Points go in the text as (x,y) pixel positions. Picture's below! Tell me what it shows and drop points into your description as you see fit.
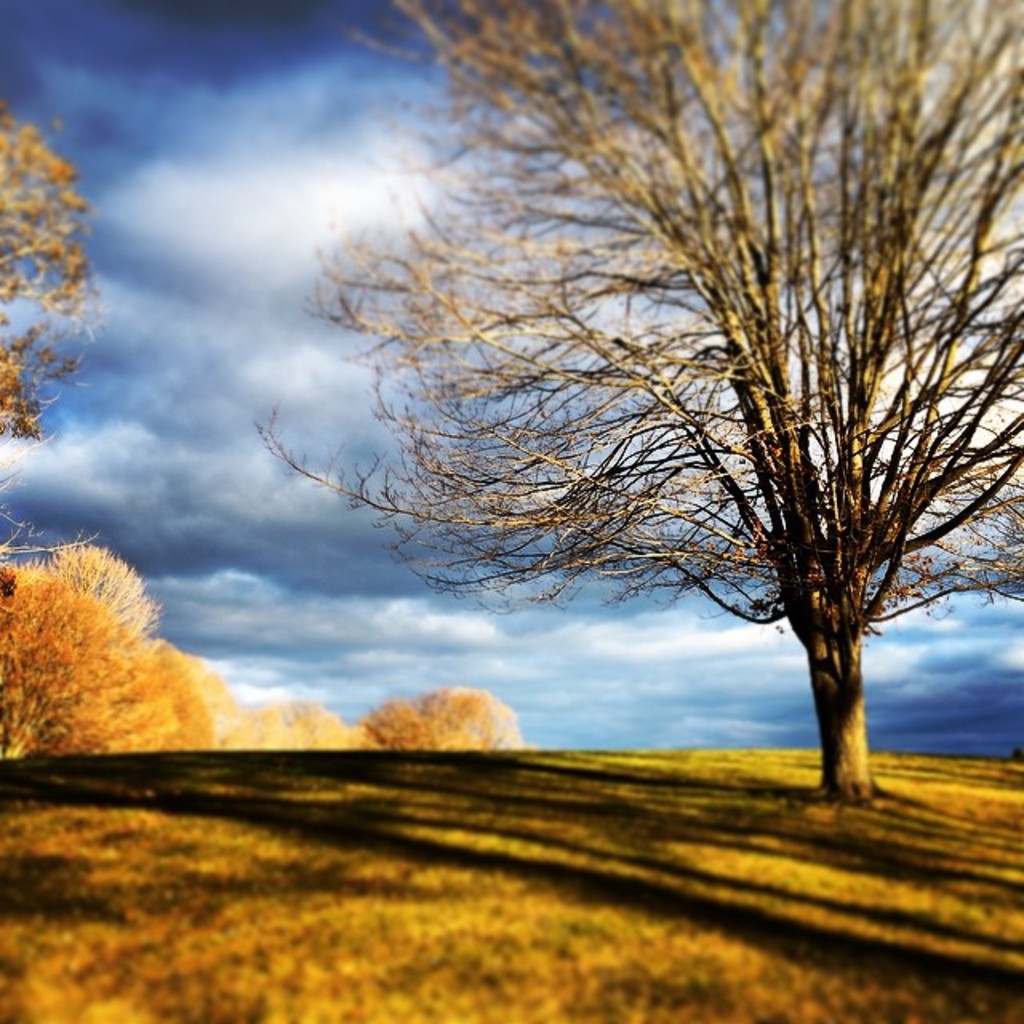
This image consists of trees (259,707) in the middle (557,511). There is grass (681,900) at the bottom (553,878). There is sky (261,184) at the top (270,243).
